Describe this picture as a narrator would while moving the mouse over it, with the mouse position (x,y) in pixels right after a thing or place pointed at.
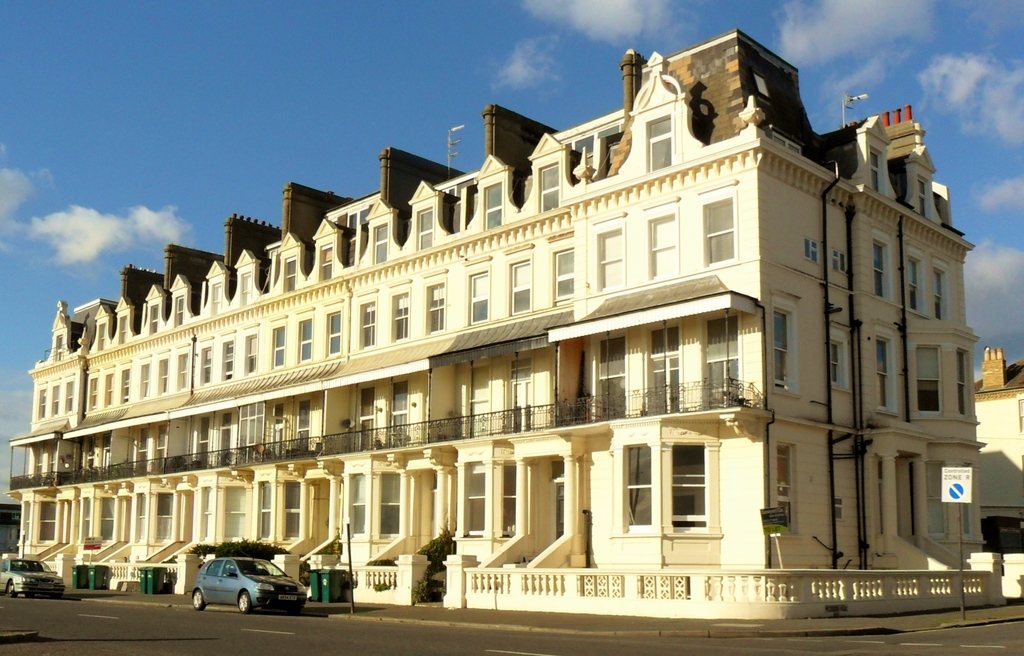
In this picture we see a building (481,380) in front of which two cars (49,591) are there on the road (419,633). The sky (143,202) is blue.
